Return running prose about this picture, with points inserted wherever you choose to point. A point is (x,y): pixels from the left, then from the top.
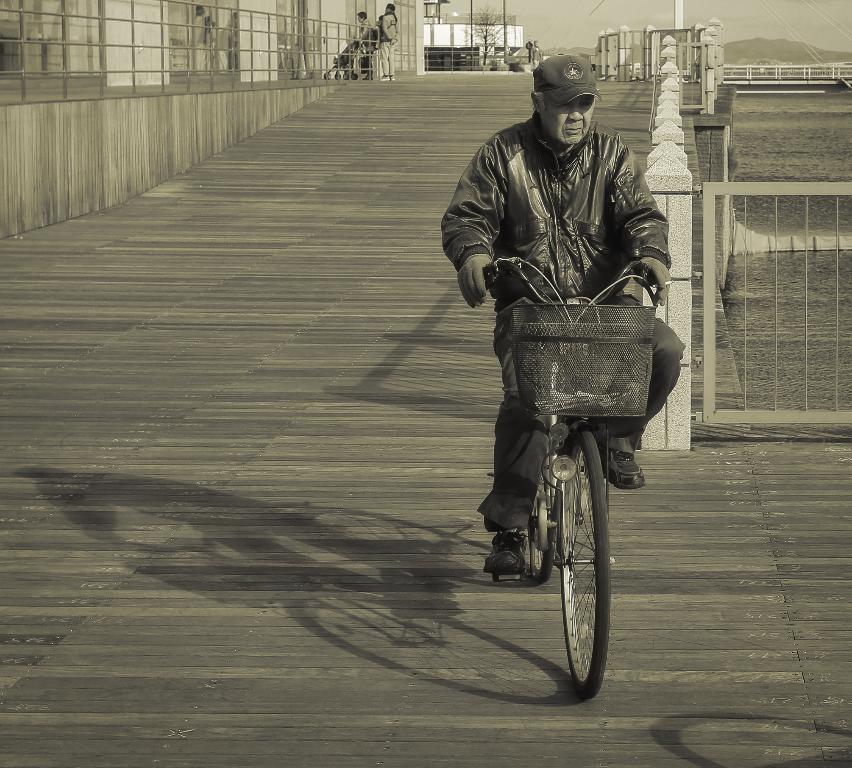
In this image we can see a man (535,208) riding the bicycle (598,347) on the road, and here is the fencing (776,323), and here a person (365,24) is sitting on the bike (617,368), and here is the sky (576,10).
